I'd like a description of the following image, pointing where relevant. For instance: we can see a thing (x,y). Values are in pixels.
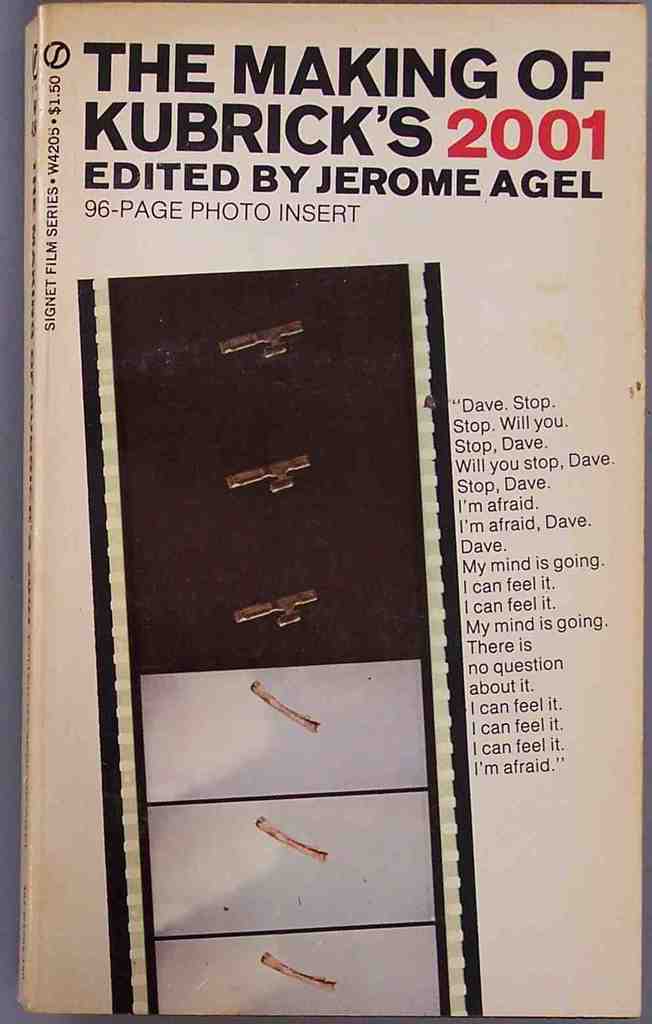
In the image we can see there is a book (398,542) and it is the cover page (377,460) of the book (426,470).
